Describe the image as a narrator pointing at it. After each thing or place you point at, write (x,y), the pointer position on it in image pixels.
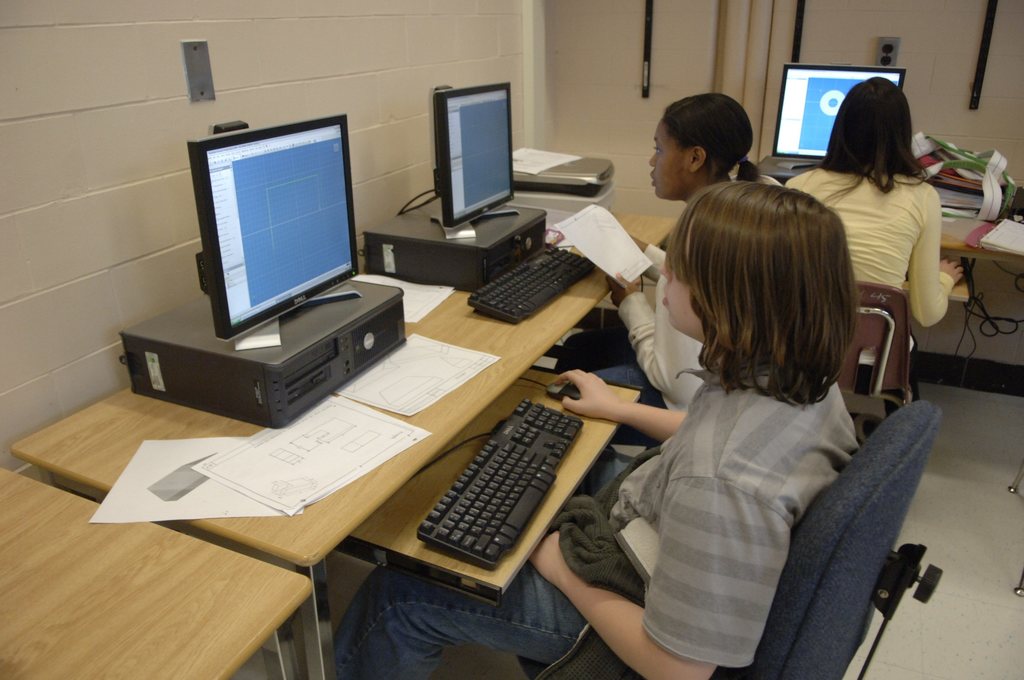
There are three members (821,299) sitting in the chairs (872,295) in front of a computer's (429,265) placed on the table (624,214). There are some papers (313,454) on the tables (566,306). In the background (889,28) there is a wall (587,34).
